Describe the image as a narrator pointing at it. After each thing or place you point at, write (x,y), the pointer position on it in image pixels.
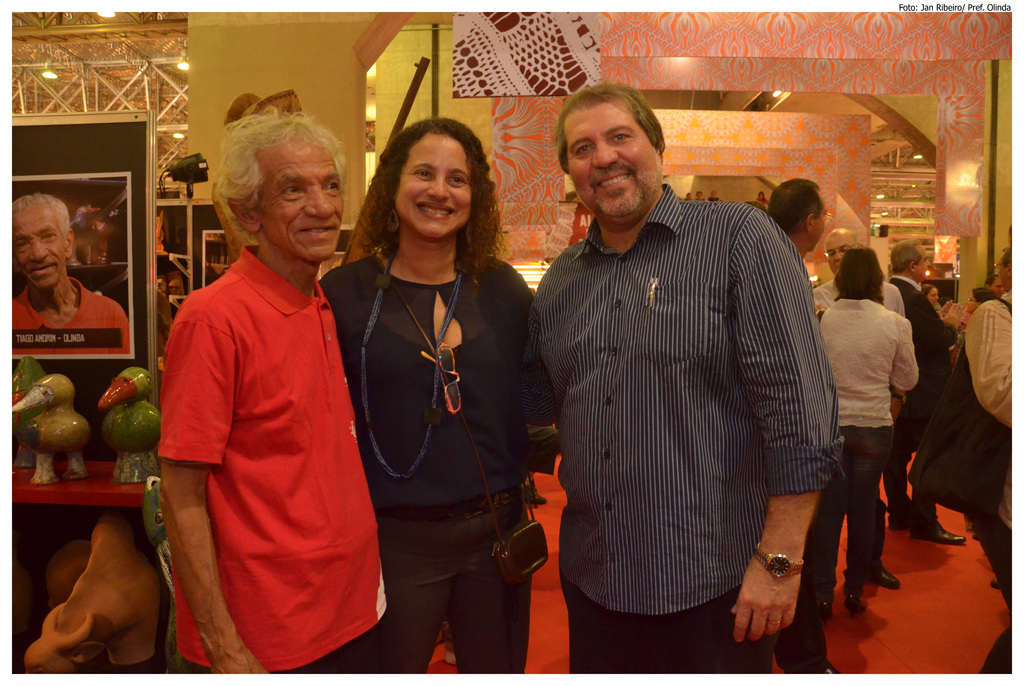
Here in the front (629,256) we can see three people (632,287) standing on the floor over there and we can see all of them are smiling and the woman (483,378) in the front (471,414) is having a handbag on her and behind them we can see some wooden toys (130,390) and a portrait (48,357) present over there and on the right side (891,357) we can see number of people (900,294) standing here and there on the floor (869,596) over there and we can see lights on the roof (158,77) here and there.
